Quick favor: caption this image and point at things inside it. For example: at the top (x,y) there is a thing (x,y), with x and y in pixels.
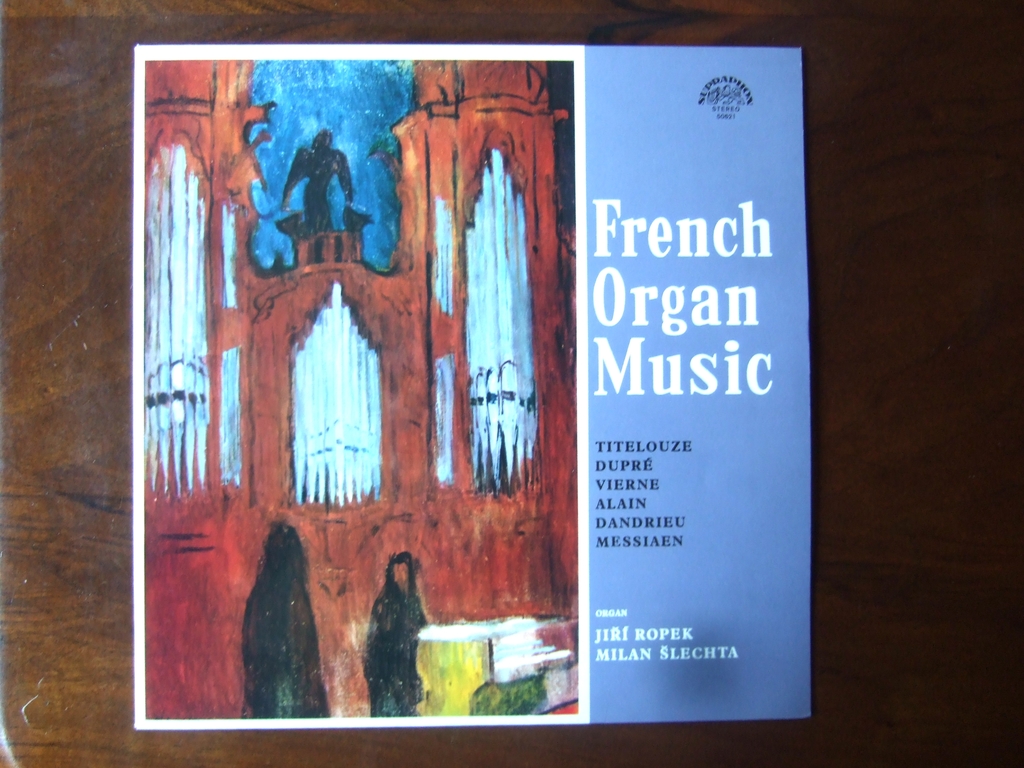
In the center of the image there is a wooden wall (882,448). On the wooden wall (879,412), we can see one poster (729,460). On the poster (687,452), we can see some text (610,456) and some painting (397,489), in which we can see two persons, one building (436,469) and a few other objects (538,644).
